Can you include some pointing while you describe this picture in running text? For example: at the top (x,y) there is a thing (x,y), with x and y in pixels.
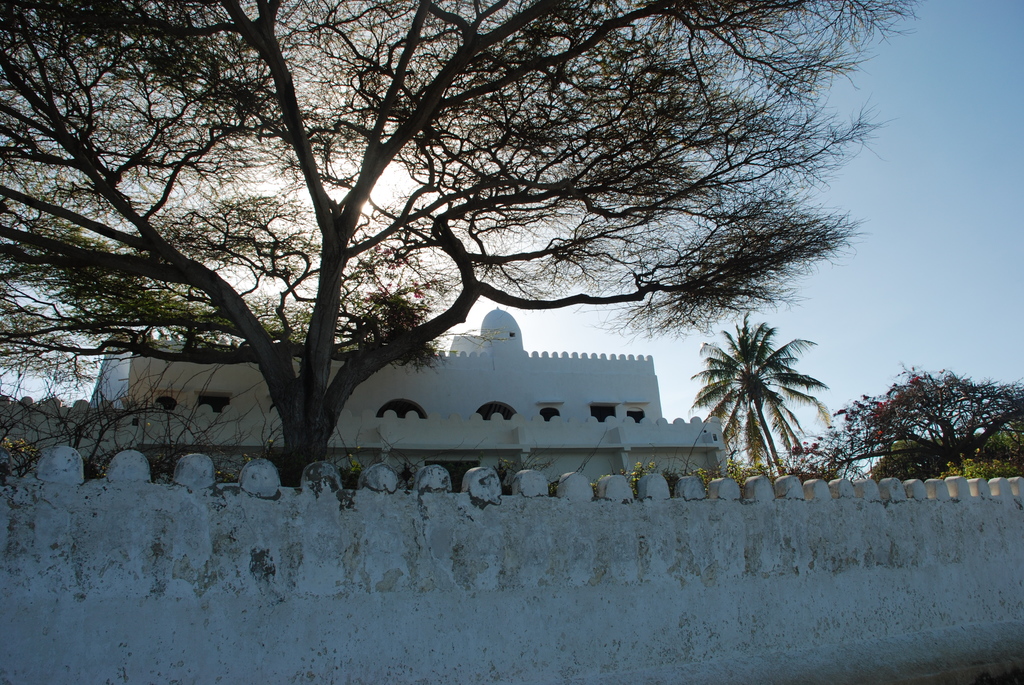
In the image there is a wall (319,494) and behind the wall (305,494) there are trees (878,441) and there is a building (539,451) in between the trees (288,430).
